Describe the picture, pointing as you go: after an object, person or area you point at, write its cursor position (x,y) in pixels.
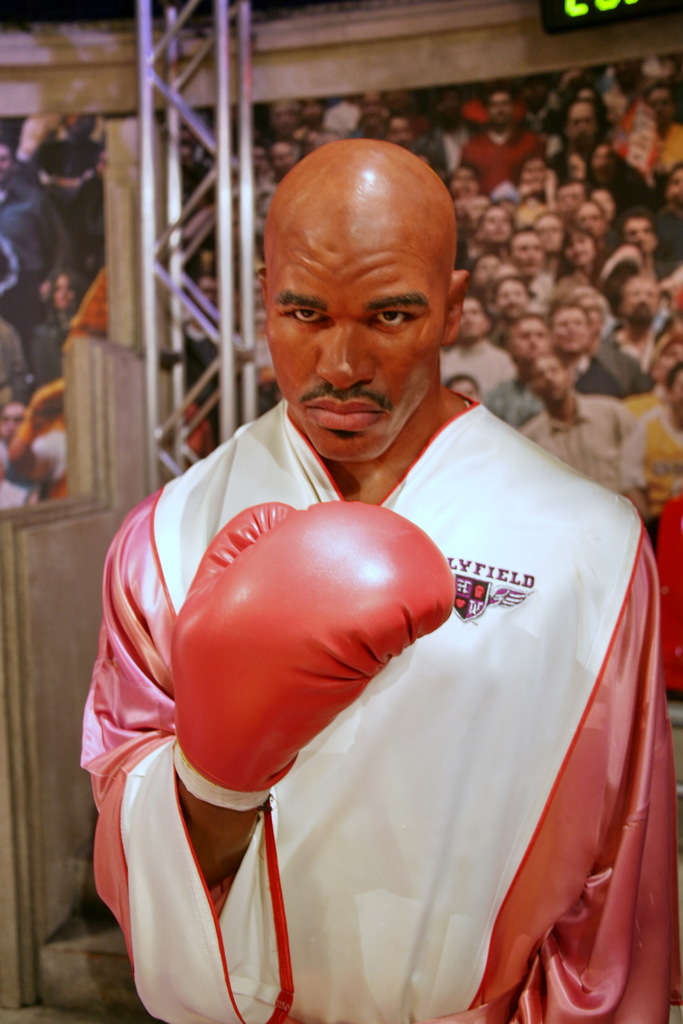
In this image we can see a man (415,674) wearing the hand glove (236,642). In the background (503,166) we can see many people (538,235). We can also see the rods (176,427). There is a display screen (568,7) in the top right corner (592,7).
